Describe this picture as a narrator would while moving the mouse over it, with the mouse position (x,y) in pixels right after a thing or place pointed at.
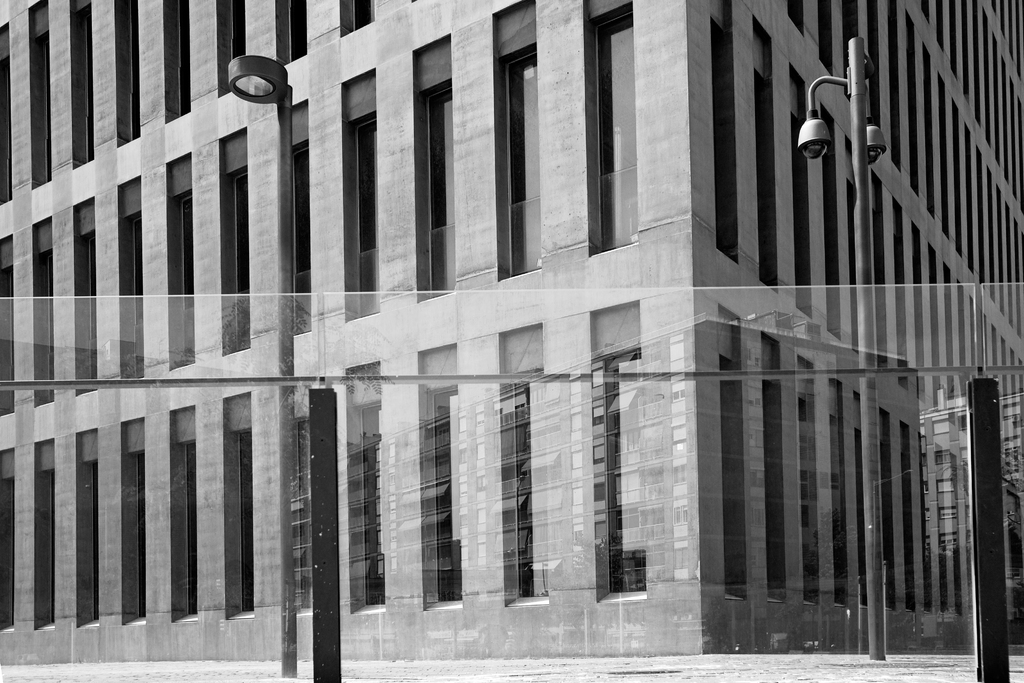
This is a black and white color picture, in this image we can see a building (440,520), there are some windows (138,507), poles (857,285) and lights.
